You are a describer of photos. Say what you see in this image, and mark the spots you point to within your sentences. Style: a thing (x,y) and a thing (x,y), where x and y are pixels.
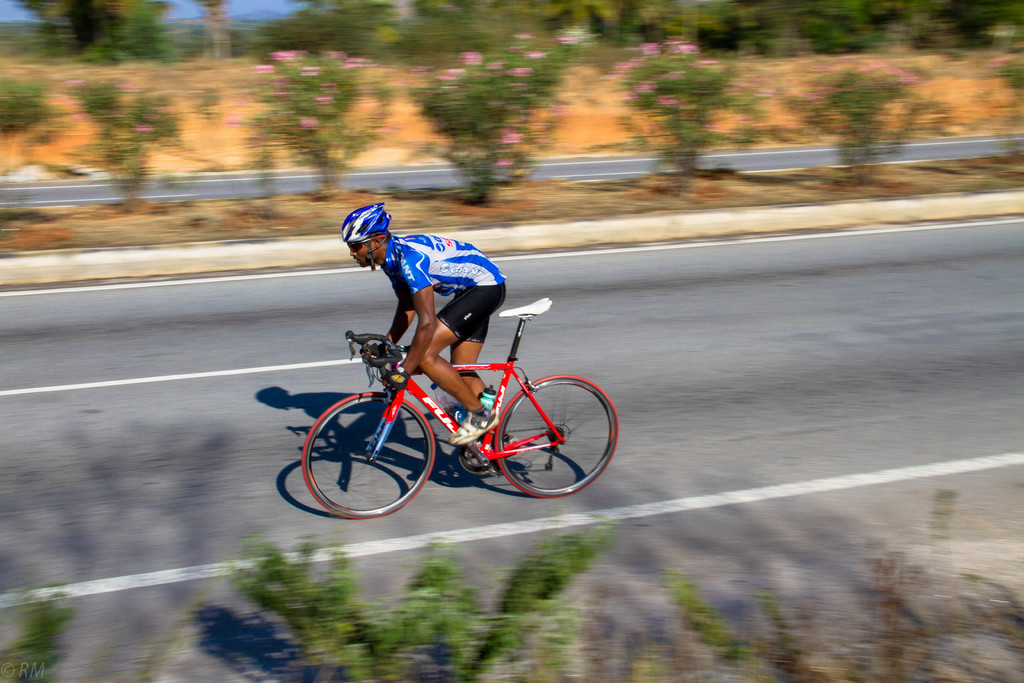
In the image there is a person (441,371) riding cycle (503,363) on a road (2,353) and beside the road (435,511) there are many plants (563,49).
